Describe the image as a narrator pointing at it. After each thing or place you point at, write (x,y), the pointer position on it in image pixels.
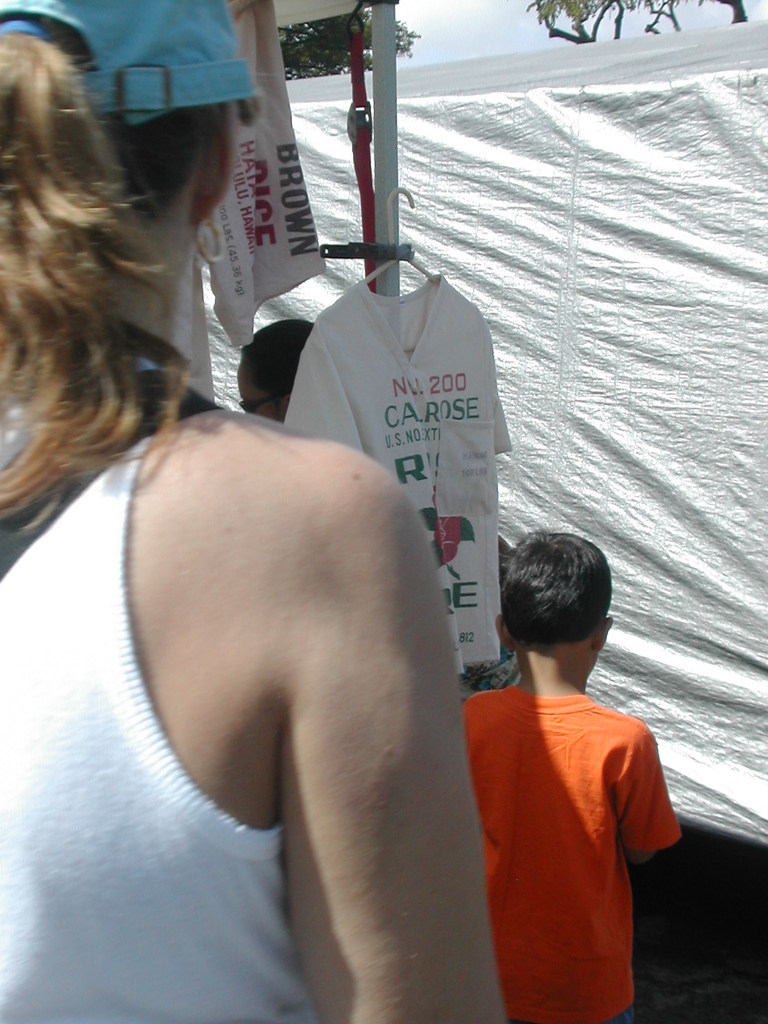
In this image we can see a few people (286,806), in the center of the picture (345,355) there is a pole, to the pole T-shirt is hanged and in the background (349,281) there is cover (312,170) and few trees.
